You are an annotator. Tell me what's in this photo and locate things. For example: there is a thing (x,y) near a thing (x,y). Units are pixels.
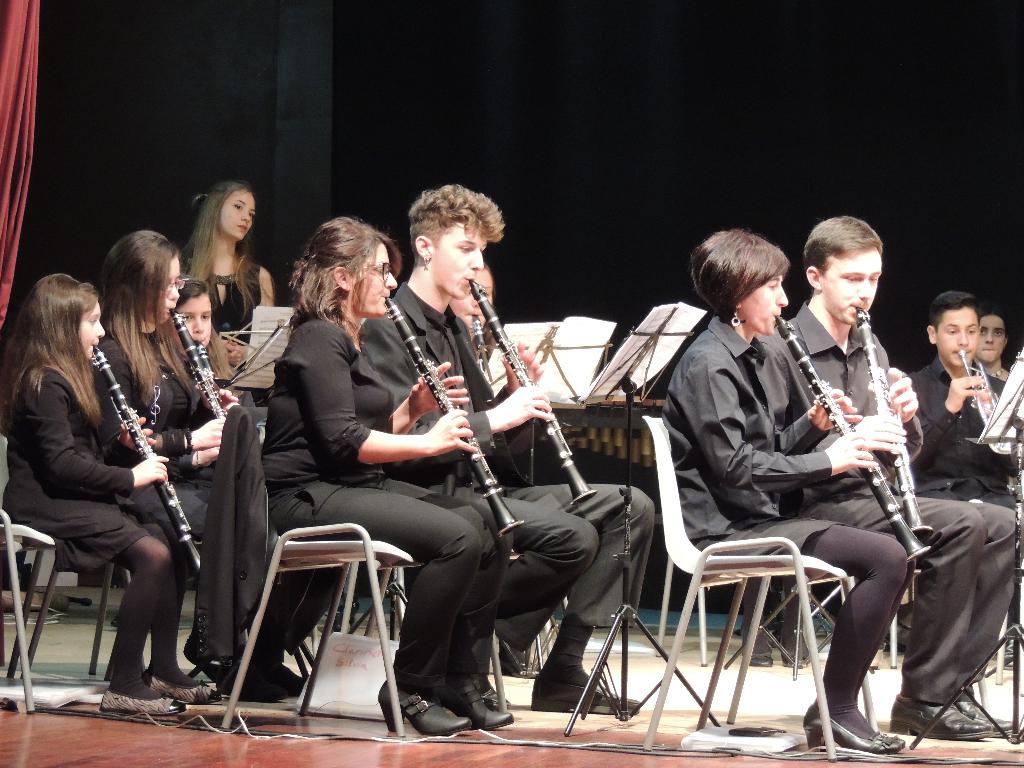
In this image I can see number of people (845,282) sitting on chairs (0,545), I can also see they all are holding musical instruments (984,388). In the background (256,301) I can see a girl (203,248) is standing.
